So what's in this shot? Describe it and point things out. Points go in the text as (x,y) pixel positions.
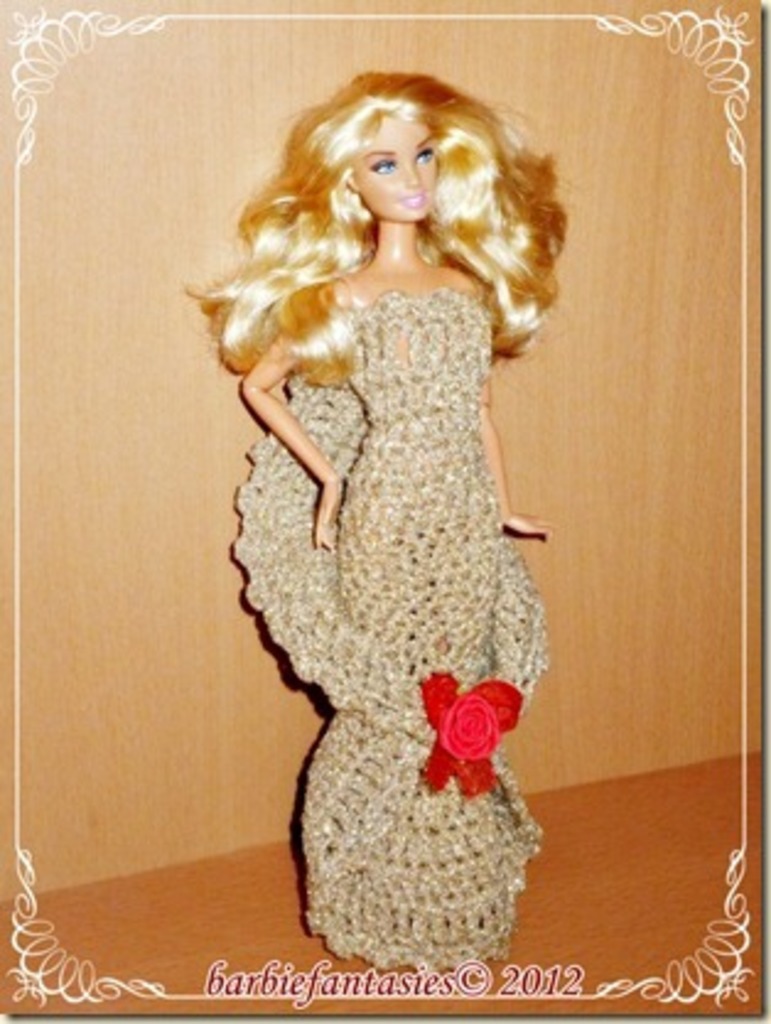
In this image in the center (355,458) there is one toy (362,500) and in the background (120,726) there is a wall (699,609), and at the bottom of the image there is some text (534,987).
